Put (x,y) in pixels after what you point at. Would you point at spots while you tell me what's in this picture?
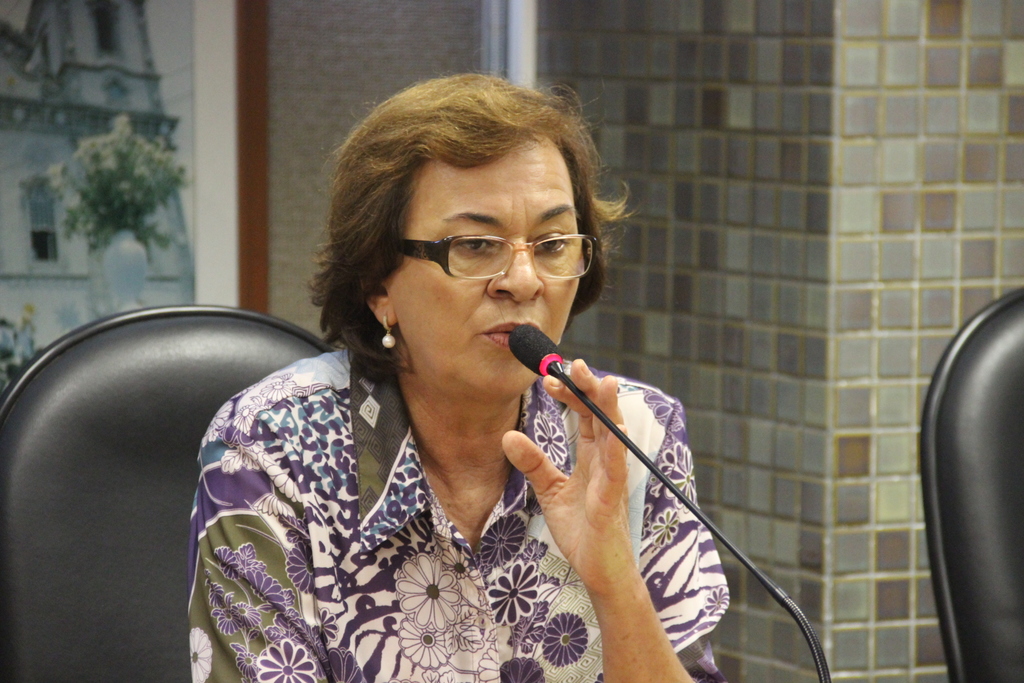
In this picture there is a woman (449,489) sitting on a chair (140,389) and holding a microphone (545,375) and talking, beside her we can see a chair (967,666). In the background of the image (564,85) we can see wall (487,60) and frame (250,154).
